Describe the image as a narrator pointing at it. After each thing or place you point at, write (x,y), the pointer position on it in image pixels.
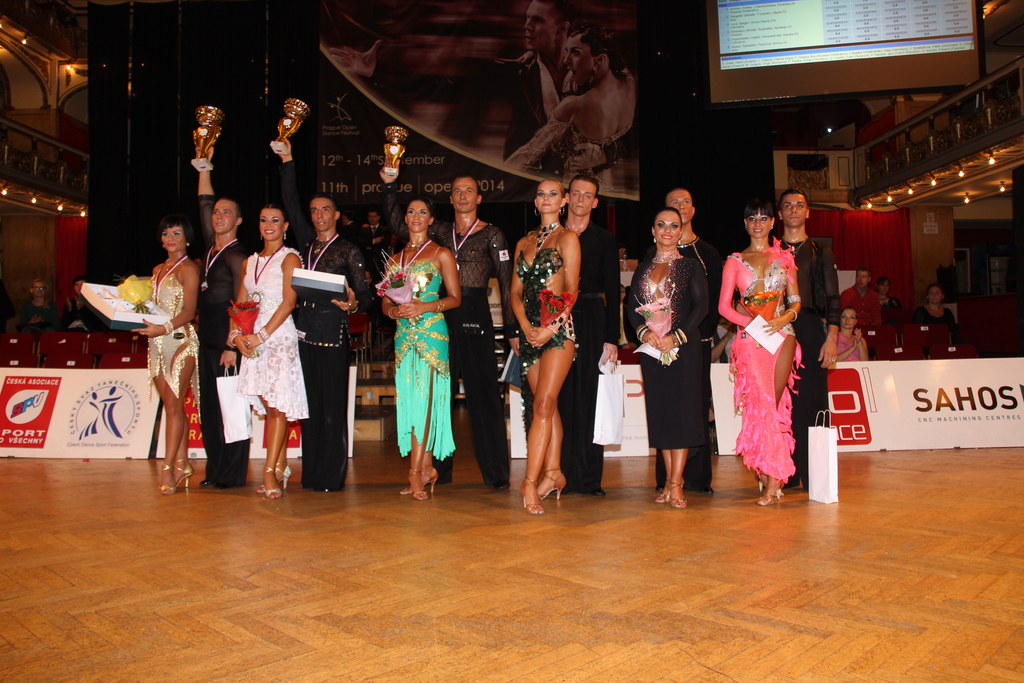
As we can see in the image there are few people (546,341) standing in the front (485,354), banners (948,441), screen (884,33), lights (911,189) and chairs (907,327).
